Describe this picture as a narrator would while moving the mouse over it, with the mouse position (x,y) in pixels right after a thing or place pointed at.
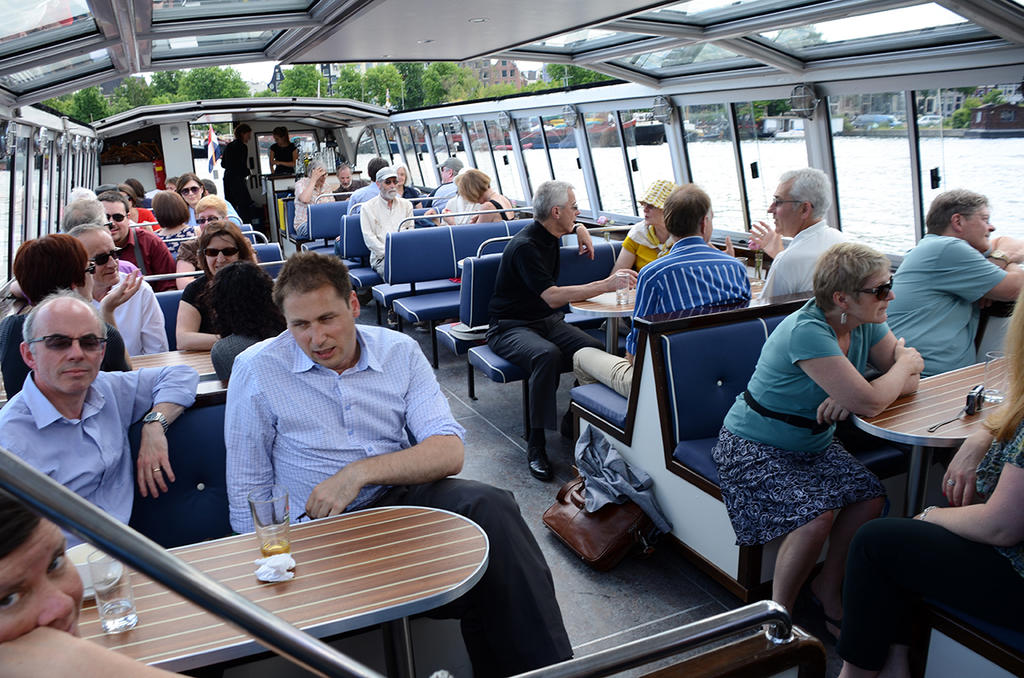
This image is clicked inside the boat (11,105). In the image there are so many seats (199,273) on which there are so many people (178,393). In front of them there are tables (252,559) on which there are glasses (108,570) and bowls (85,574). On the floor (533,518) there is a bag (597,521). In the background (944,156) there is water (1003,149) under the boat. There are buildings (516,75) on the right side (992,107) top. Outside the boat (76,77) there are trees (244,85).
